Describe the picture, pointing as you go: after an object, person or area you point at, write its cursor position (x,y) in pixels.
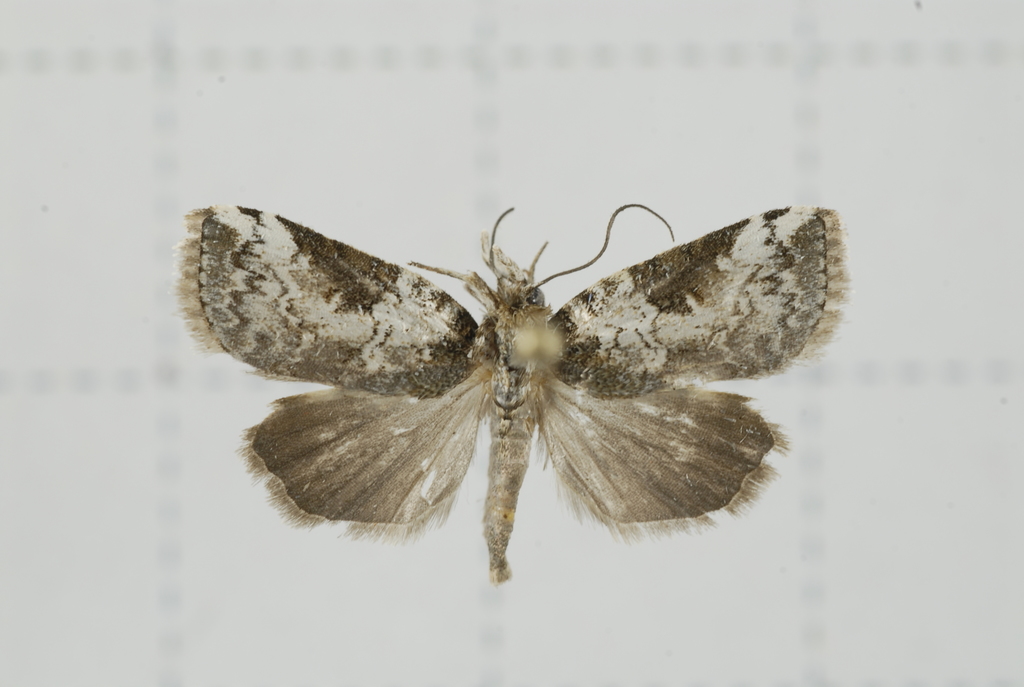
In this picture I can see a moth (424,366) and I can see white color background (26,60).
